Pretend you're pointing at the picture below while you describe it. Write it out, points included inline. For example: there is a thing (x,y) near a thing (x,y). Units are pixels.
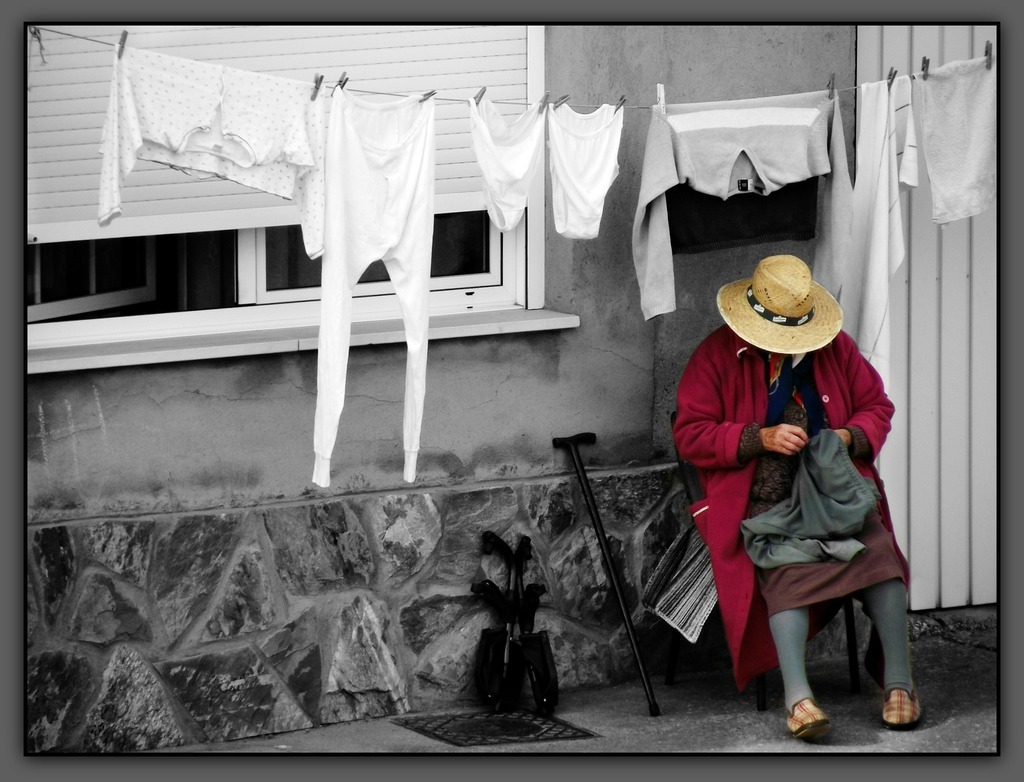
In the image we can see a person (747,417) wearing clothes (733,379), hat (791,281) and shoes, and the person (765,471) is sitting. This is a hand stick (632,626), footpath (851,733), window (180,299), rope (458,99), clothes (278,102) and a cloth clip (481,90).
